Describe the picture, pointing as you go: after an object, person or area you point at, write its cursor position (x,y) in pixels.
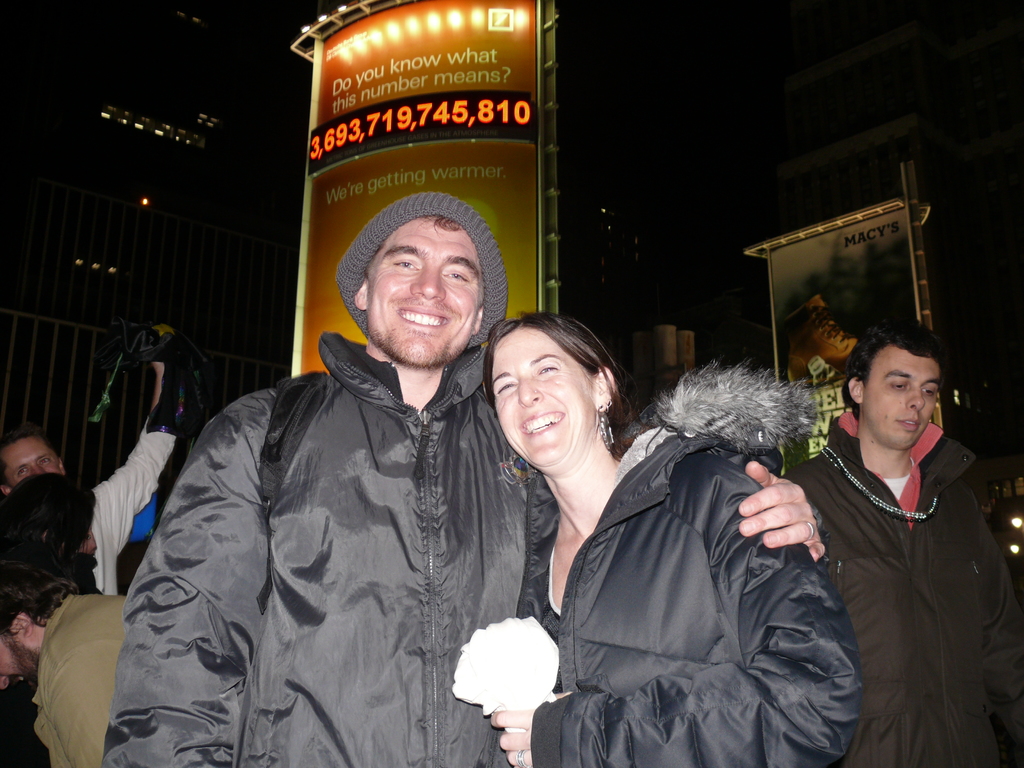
In this picture we can see a man (417,640) and a woman (533,740) smiling and at the back of them we can see some people (46,438), posters (813,454), lights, fence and some objects (680,365) and in the background (657,130) it is dark.
